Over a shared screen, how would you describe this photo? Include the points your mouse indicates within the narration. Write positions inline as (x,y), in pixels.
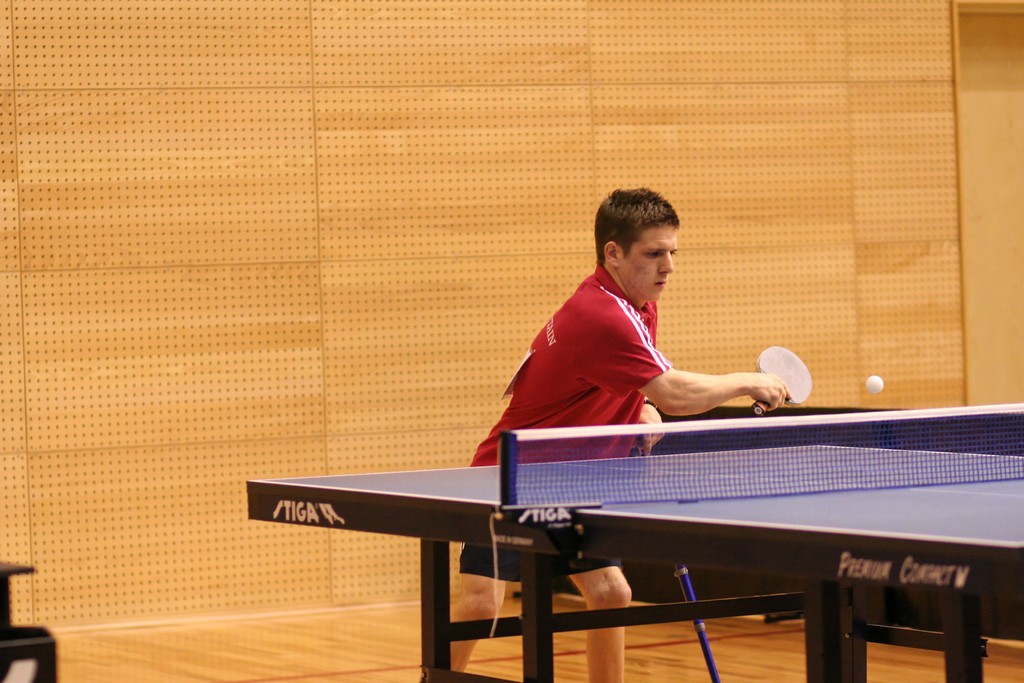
This person (568,359) wore red t-shirt (620,353) and playing this table tennis with racket (784,376) and ball (869,383). This is table tennis (752,520) with net (804,459). Background (278,258) is in light brown color. Floor (316,639) is made with wood (295,652).
